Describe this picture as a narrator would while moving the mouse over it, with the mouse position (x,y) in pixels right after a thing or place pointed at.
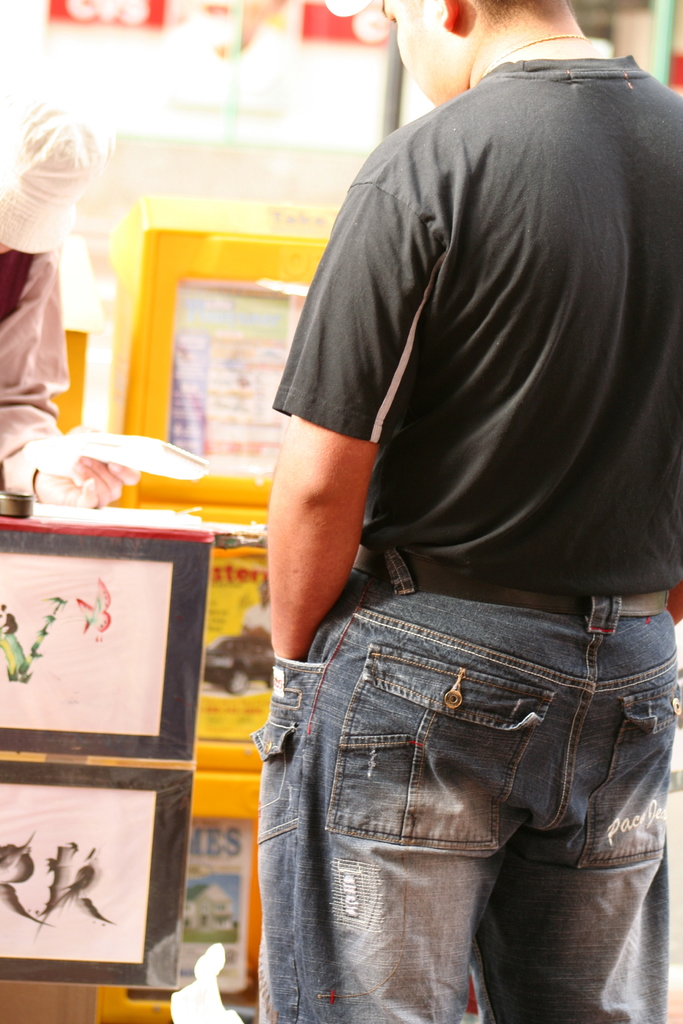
In this picture we can see two people (520,726), here we can see the wall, photo frames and few objects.
